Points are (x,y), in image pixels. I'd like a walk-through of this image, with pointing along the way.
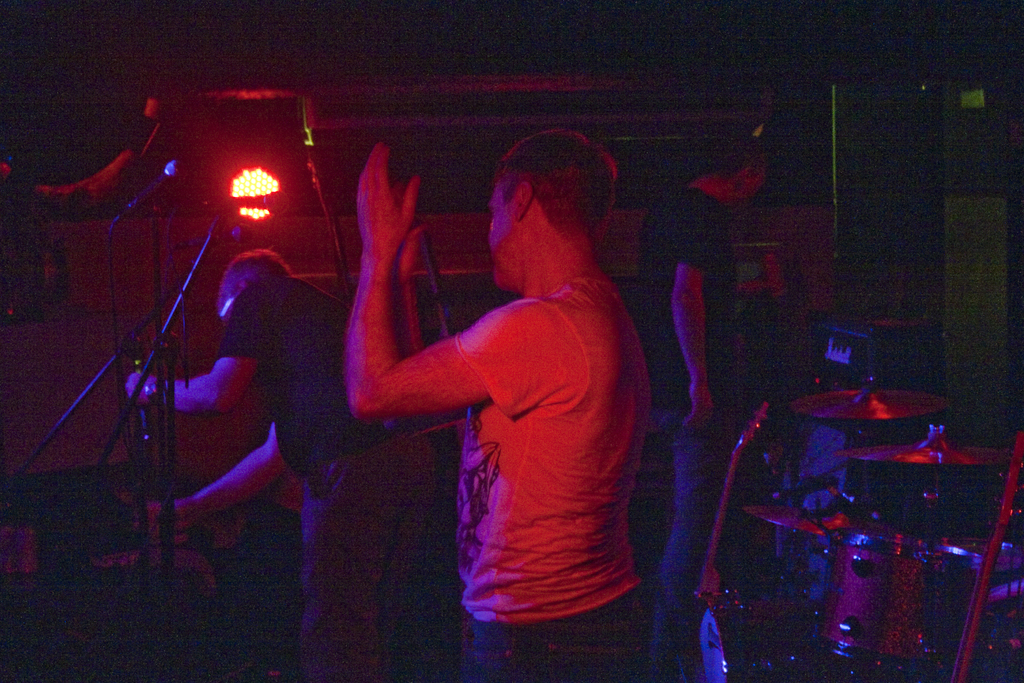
In this picture we can see a person (569,622) standing. We can see a man (252,289) holding a stand (136,399). There are microphones (133,201) visible on the left side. A person (723,271), drum (889,648) and a few musical instruments (829,606) are visible on the right side (723,482). We can see a light (233,195) in the background (240,181).
